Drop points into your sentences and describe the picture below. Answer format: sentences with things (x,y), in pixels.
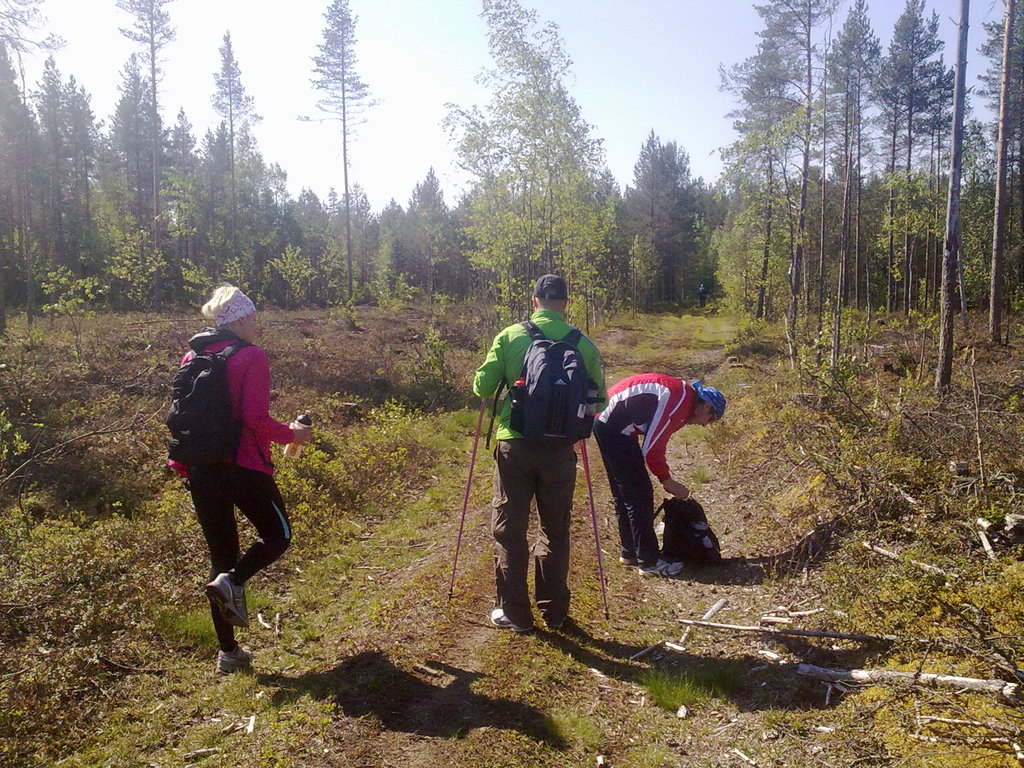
In the picture we can see a grass surface (321,571) on the path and we can see three people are standing, wearing bags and one woman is holding a bottle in the hand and one man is bending and opening the bag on the path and near to them we can see plants (956,595), trees (223,244) and behind it we can see a sky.
